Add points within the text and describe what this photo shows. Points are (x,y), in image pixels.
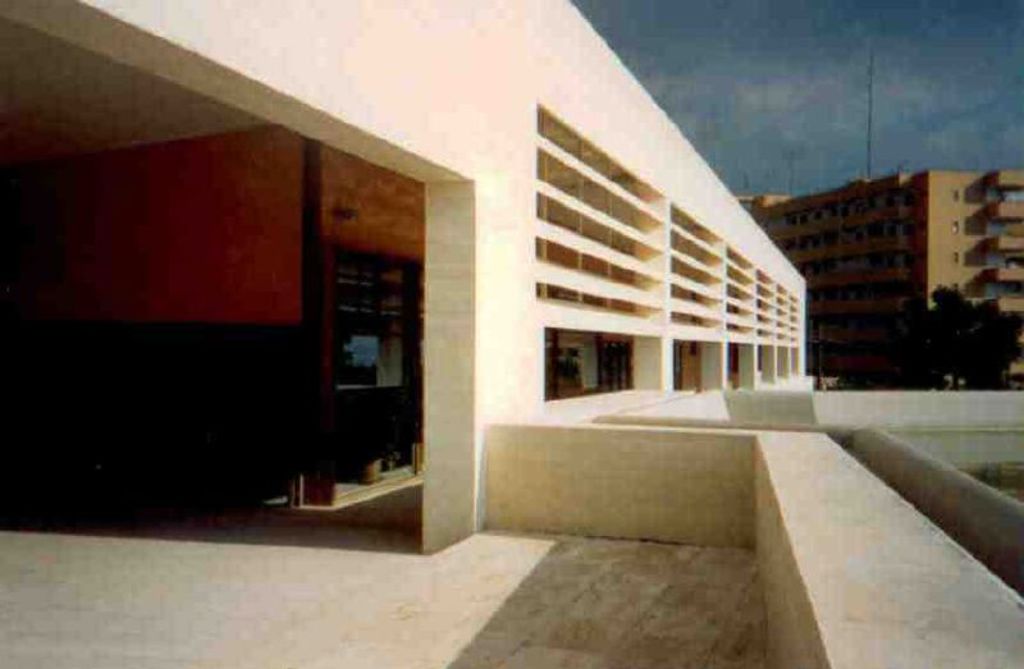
In this image we can see some buildings (524,369) with windows (729,345) and poles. We can also see some trees (996,378) and the sky (805,48) which looks cloudy.
